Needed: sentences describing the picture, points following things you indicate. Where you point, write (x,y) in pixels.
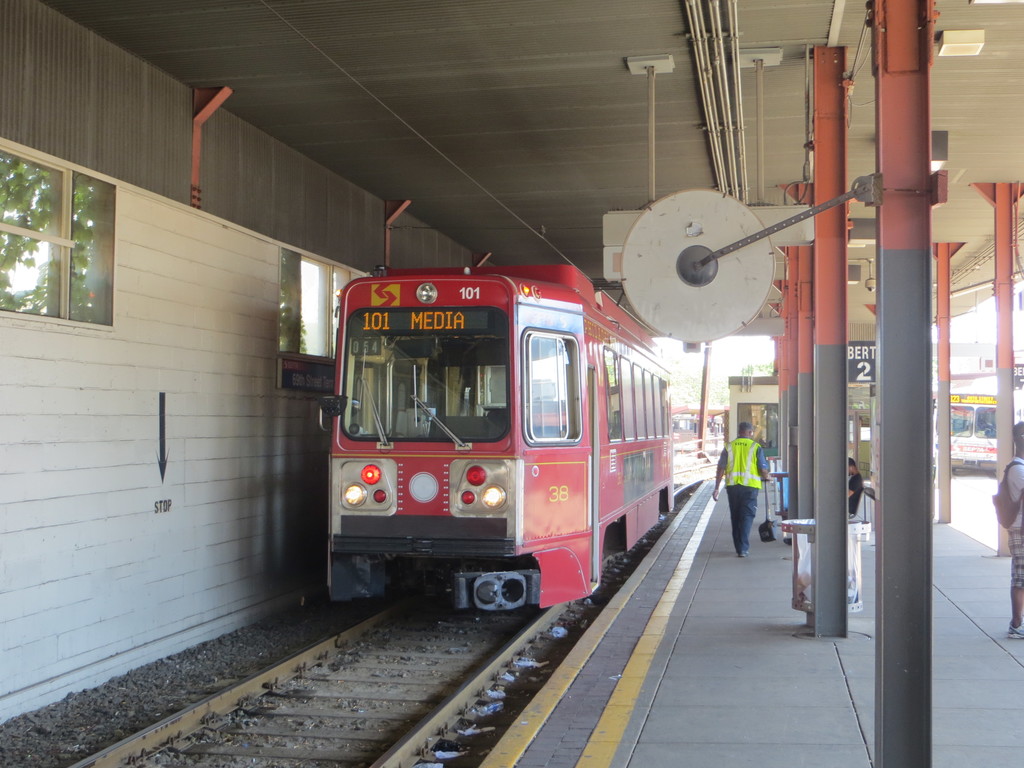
In this picture, we can see a train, rail track (437,686), floor (803,683), and some objects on the floor (748,756), iron pillar (846,456), we can see wall (221,361) with windows (50,212) and some objects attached to it, we can see the roof (688,170) with some objects (655,55) attached to it, and we can see a few people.
